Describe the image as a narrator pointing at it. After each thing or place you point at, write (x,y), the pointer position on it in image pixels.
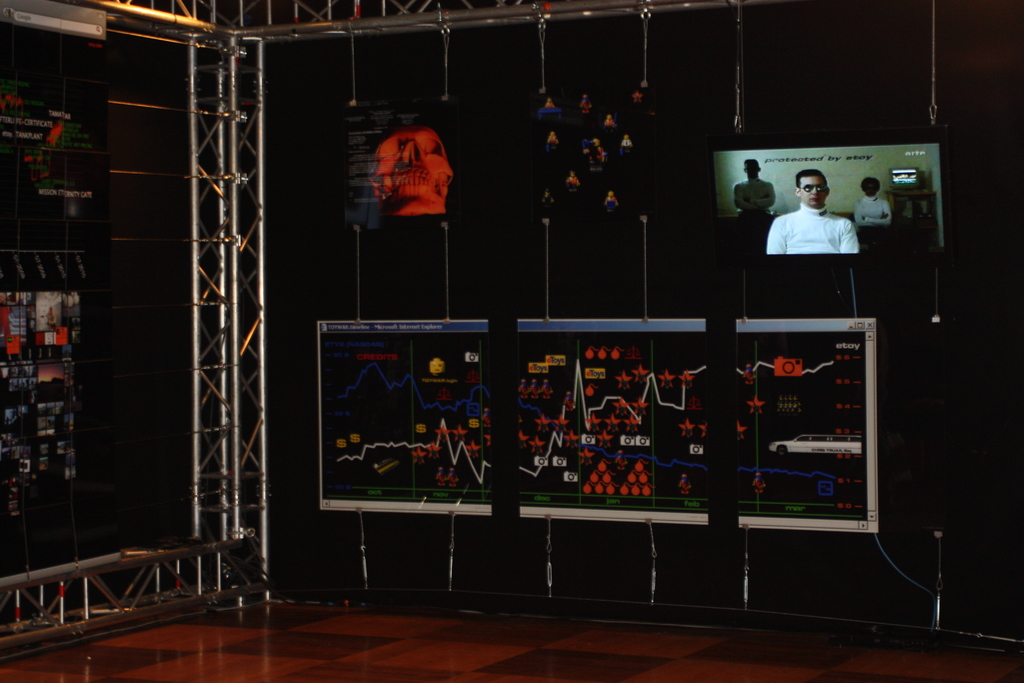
In this picture I can see a wall (555,282) which has board (686,325) attached to it. Here I can see 3 people (821,214) and something written on the board (877,165). On the left side (254,510) I can see metal objects (234,381) and some other objects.
